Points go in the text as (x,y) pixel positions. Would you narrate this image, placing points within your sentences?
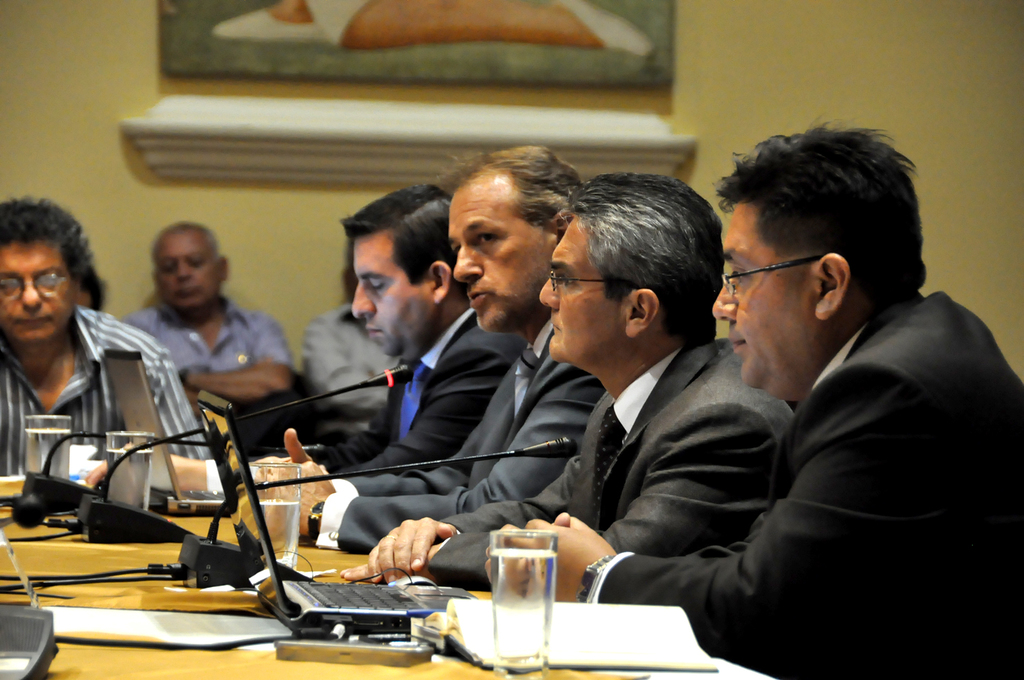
In this picture we can observe some men (570,428) sitting in the chairs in front of a table (135,563) on which we can observe laptops (337,606), glasses (289,509) and mics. Most of the men (322,483) are wearing coats (591,448). Two of them (675,412) are wearing spectacles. In the background (105,187) we can observe yellow color wall (693,109).
